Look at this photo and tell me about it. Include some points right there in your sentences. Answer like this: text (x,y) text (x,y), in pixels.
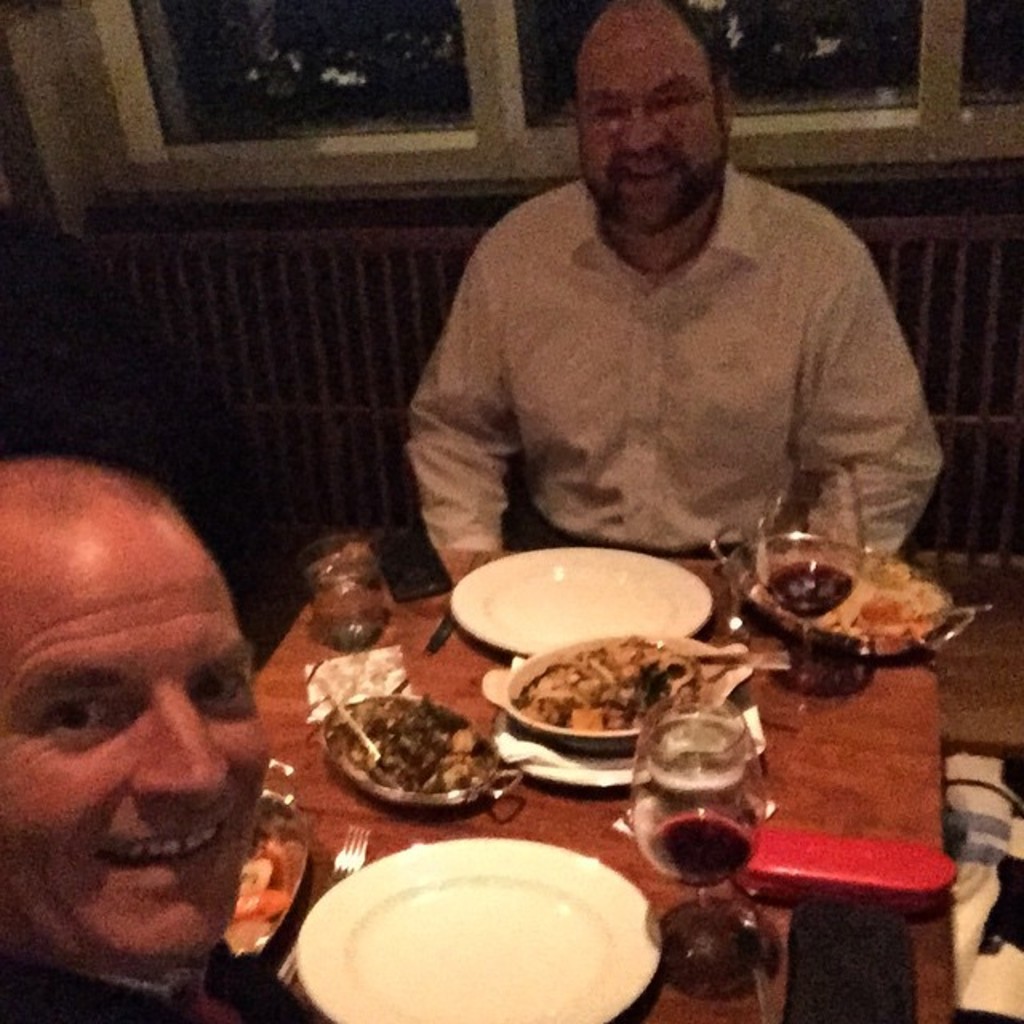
In this image, we can see a table (896,791), on that table (881,745) there are some plates (441,1010), there is some food (460,765) in the containers (604,702), there are two men (638,415) sitting on the chairs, in the background (390,23) there we can see glass window (271,67).
